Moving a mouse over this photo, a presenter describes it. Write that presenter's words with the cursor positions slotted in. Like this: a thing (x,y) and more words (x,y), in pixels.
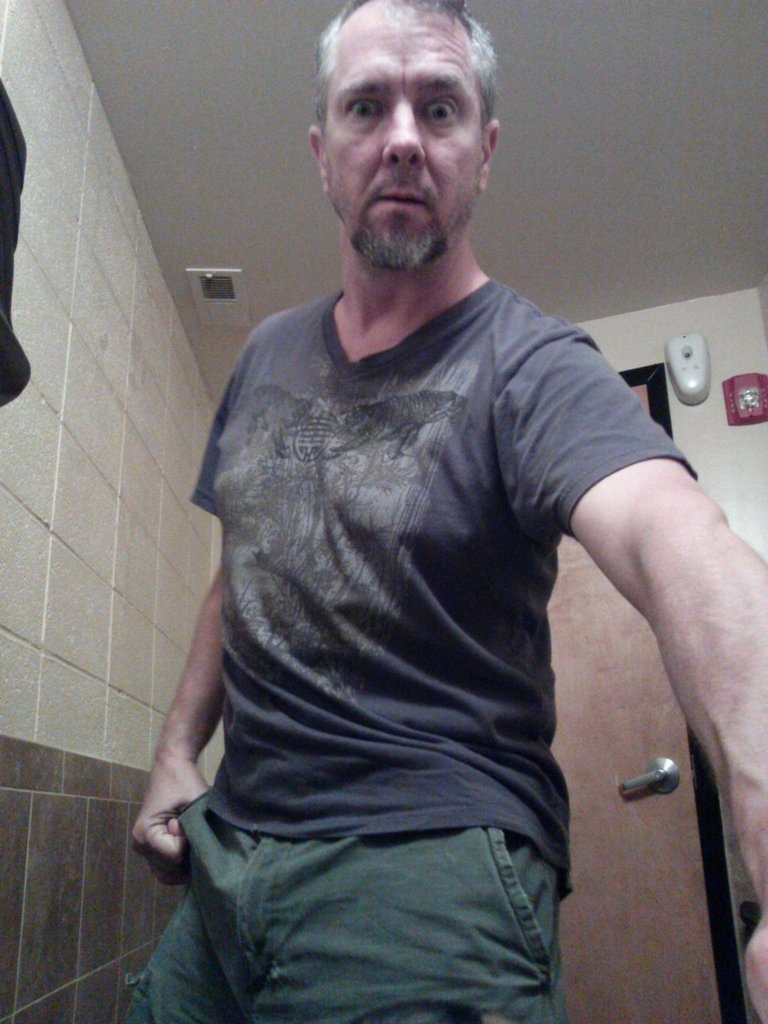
In this image, there is a person (435,82) wearing clothes (416,542) and standing in front of the door (590,698). There is a wall (36,466) on the left side of the image (67,504).
